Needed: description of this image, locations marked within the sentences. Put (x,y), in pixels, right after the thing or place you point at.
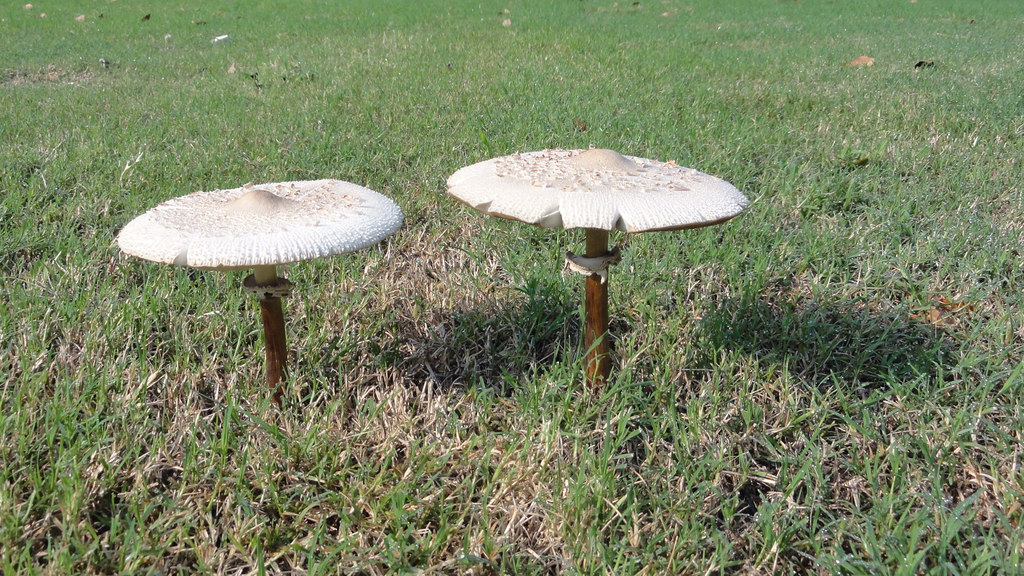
In the foreground of the picture (263,318) there are mushrooms (274,286) and grass (448,354). In the background (324,7) there are dry leaves (41,16) and grass (424,73).
